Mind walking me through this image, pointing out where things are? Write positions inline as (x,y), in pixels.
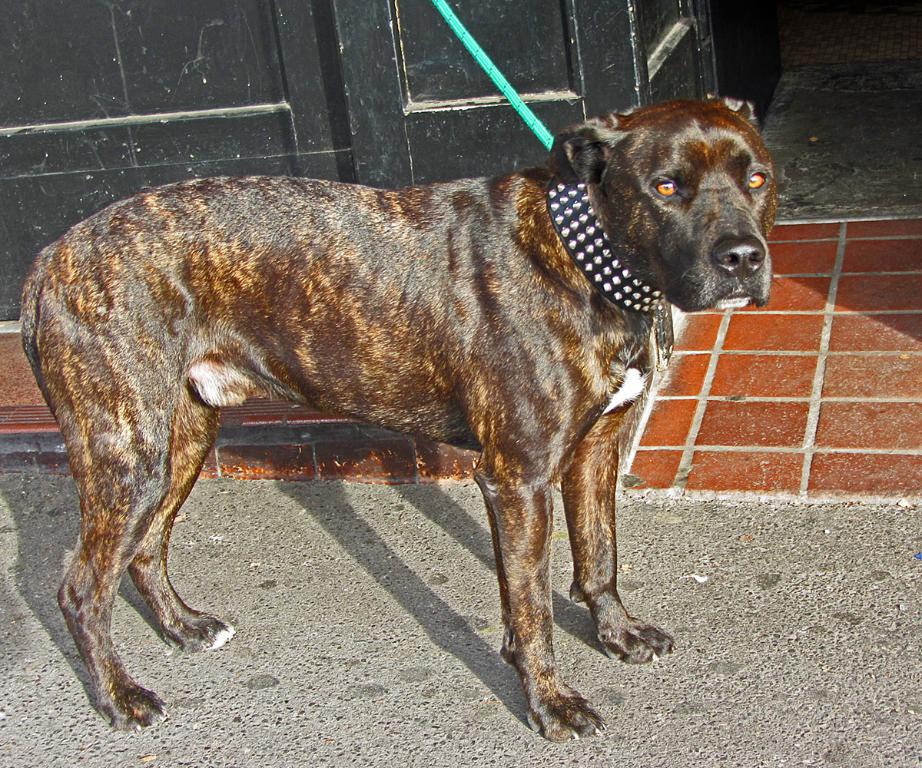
In the picture I can see a brown color dog (532,439) is tied using rope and it is standing on the road (807,593). In the background (590,78), I can see black color wall (451,108) and brown color tiles (778,357).
